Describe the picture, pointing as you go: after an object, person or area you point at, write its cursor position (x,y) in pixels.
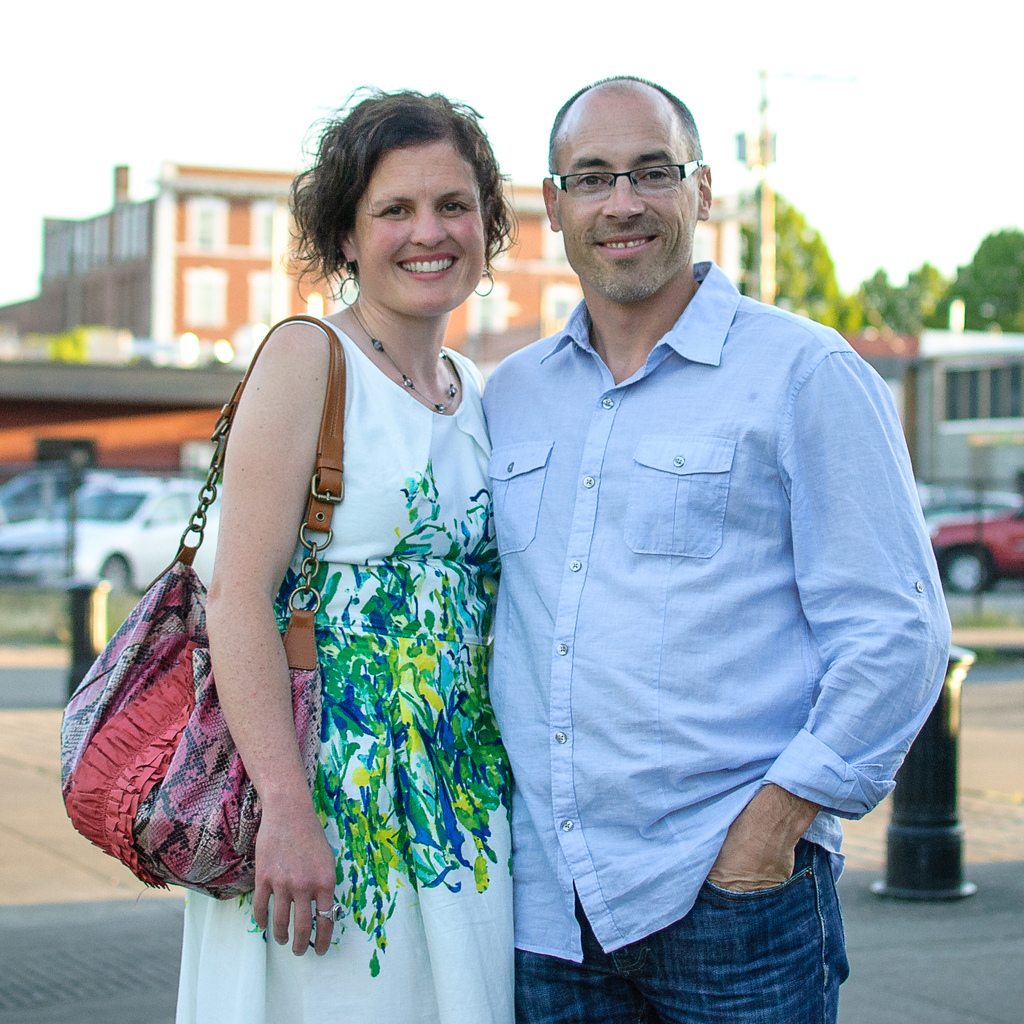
As we can see in the image in the front (620,643) there are two people (609,593) standing. The woman (459,471) on the left side (315,322) is wearing white color dress (419,655) and a bag (117,681). In the background (946,288) there are trees (935,295), buildings (933,358) and cars (126,480). At the top (89,91) there is a sky (51,52).
